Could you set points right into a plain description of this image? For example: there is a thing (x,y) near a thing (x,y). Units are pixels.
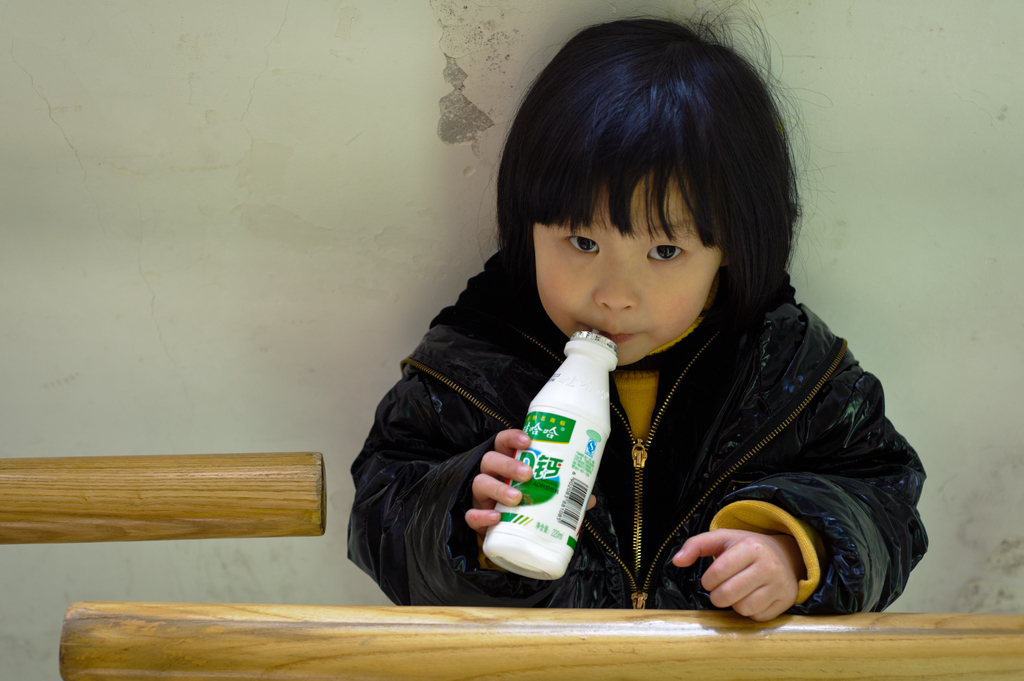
In this image I see a child (472,323) and the child (442,337) is holding a bottle (591,492).
